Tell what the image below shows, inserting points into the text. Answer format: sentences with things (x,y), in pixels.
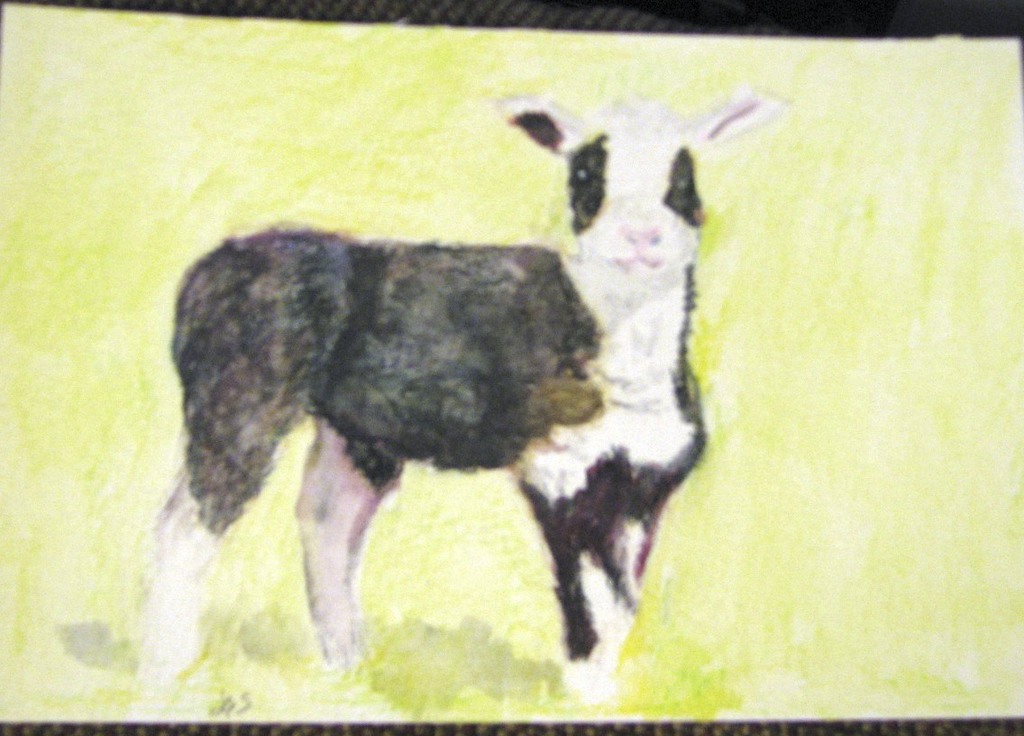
In this image there is a painting (359,372) of an animal (628,484) on the paper (774,586).
